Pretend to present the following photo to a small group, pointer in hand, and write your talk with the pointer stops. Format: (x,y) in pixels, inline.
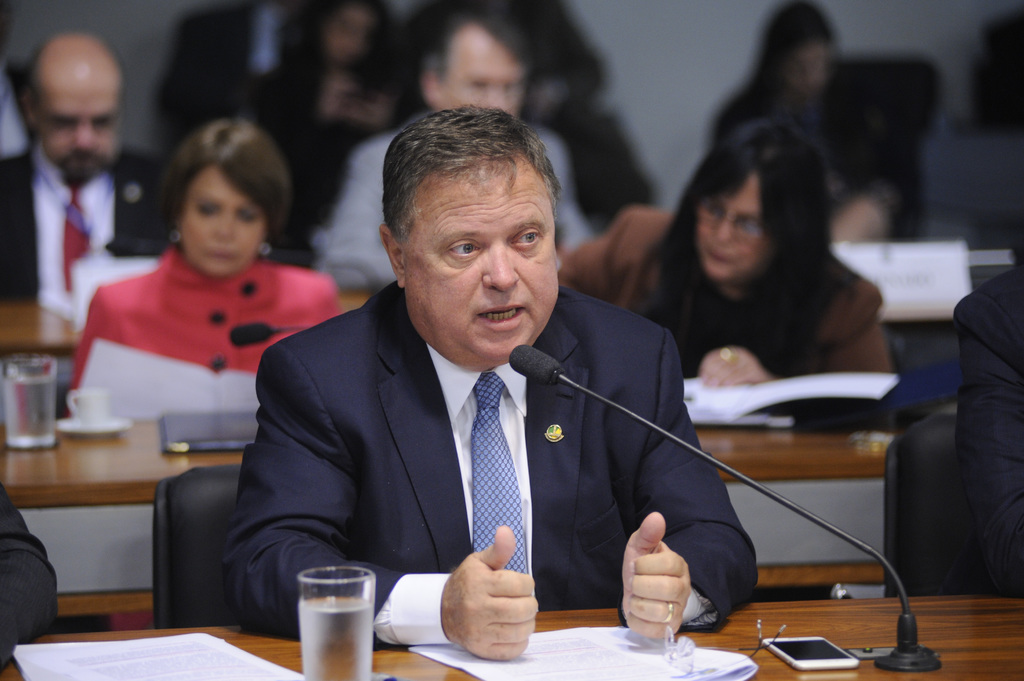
Front this person (327,462) is sitting on a chair (176,572) wore a suit (420,437) and talking in-front of this mic (534,365). On this table (609,620) there are papers (525,670), spectacles (689,660), mobile (815,648), mic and a glass of water (339,618). Background (215,103) it is blur. We can see people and tables (81,437).
